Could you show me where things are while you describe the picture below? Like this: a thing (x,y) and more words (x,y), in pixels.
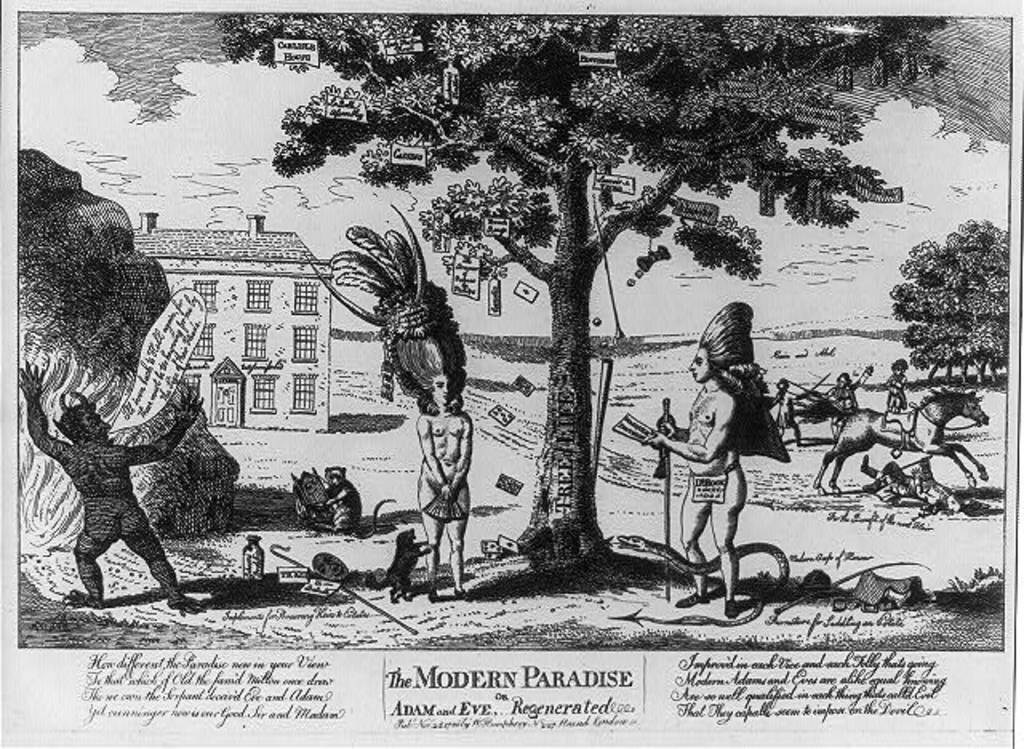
In this picture I can see a printed paper (422,295) and I can see trees (628,212) and few people (463,435) are standing and I can see a building (247,281) in the back (182,235) and text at the bottom of the picture (489,665) and I can see a man (902,383) on the horse (877,417).
